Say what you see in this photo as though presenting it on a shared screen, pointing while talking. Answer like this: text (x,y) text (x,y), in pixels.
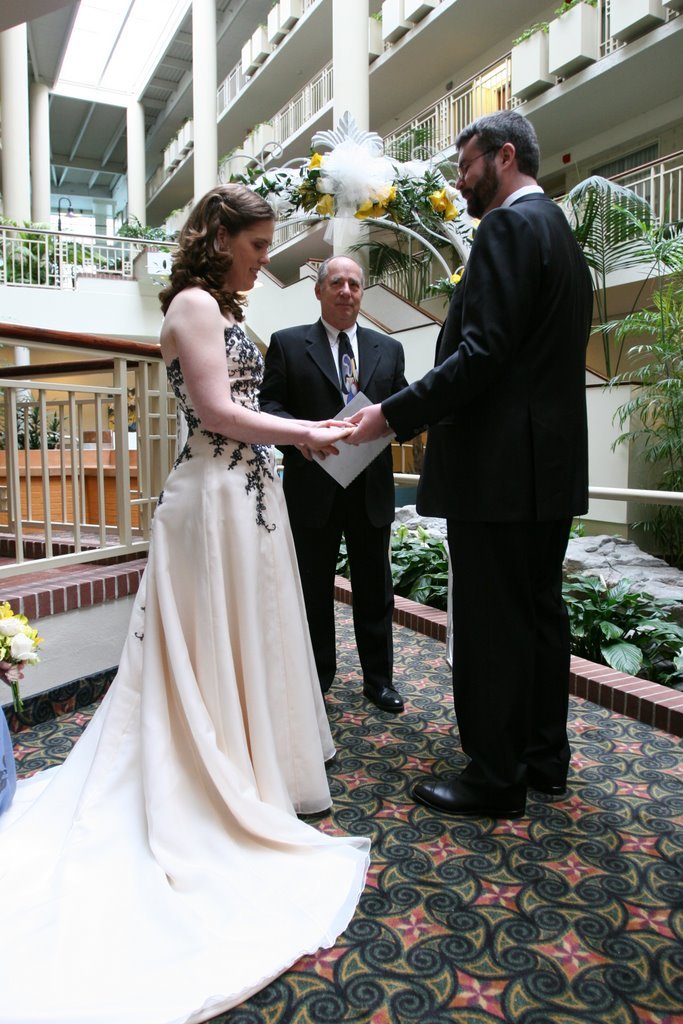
In this image we can see three persons (320,680) standing, among them, one person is holding an object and two persons (229,400) are holding their hands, also we can see a building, there are some plants (619,221), pillars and grille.
